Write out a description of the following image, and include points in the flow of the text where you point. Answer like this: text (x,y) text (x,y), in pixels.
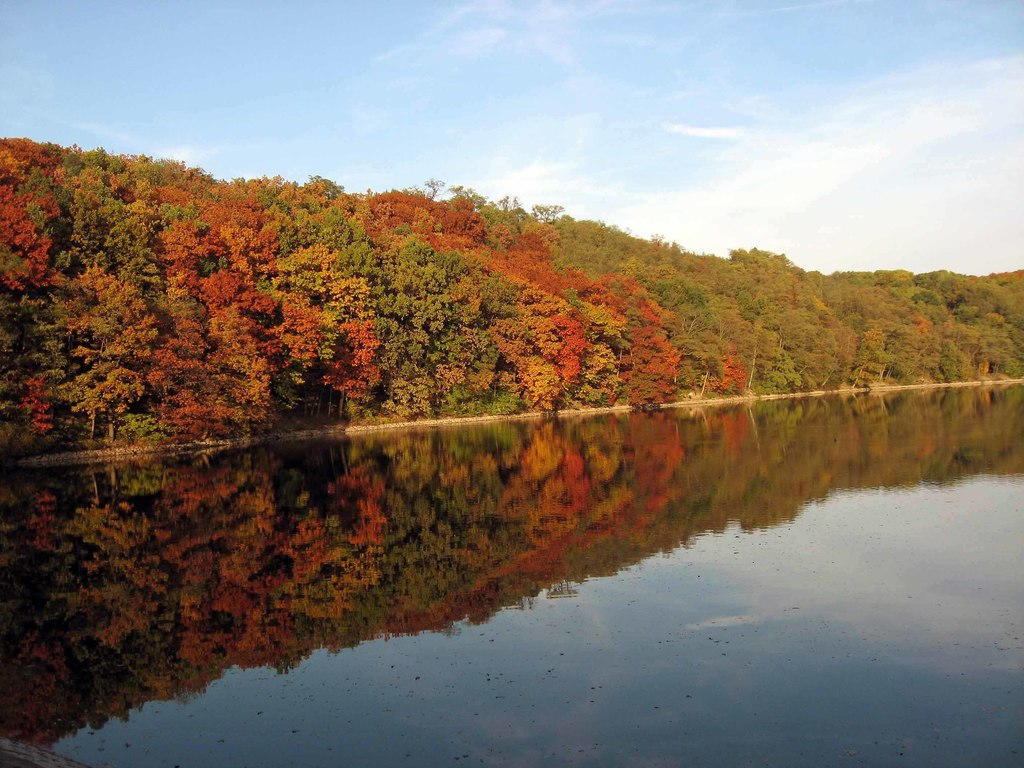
In this image I can see the water (470,624). To the side of the water (531,621) I can see many trees (507,351) with green, red and an orange color. In the background (363,137) I can see the clouds (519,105) and the sky (540,112).
